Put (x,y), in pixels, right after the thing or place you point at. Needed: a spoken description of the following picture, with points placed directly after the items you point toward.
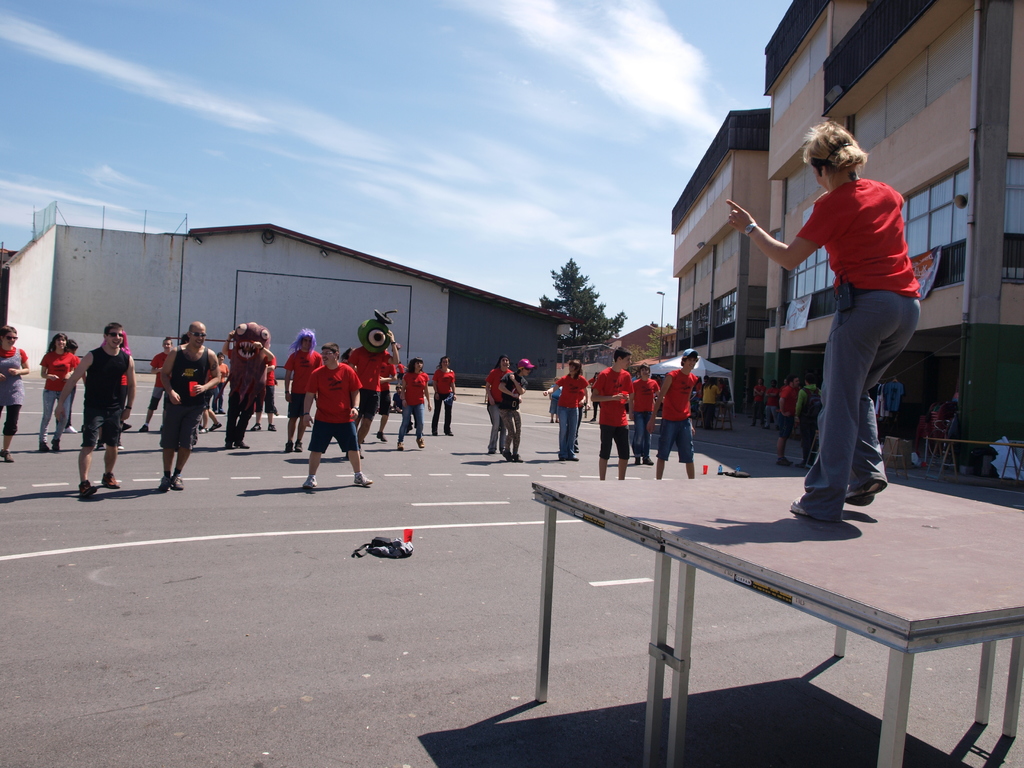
In the image, there is a woman (806,504) standing on the table (813,535) and performing some activity and in front of her on the road (536,471) there are group of people (102,381) standing in an order and most of them are wearing red t-shirts (609,393) and beside the people (109,394) there are two buildings (747,159), there is a bright sunlight (551,476) falling on the surface (507,559).
